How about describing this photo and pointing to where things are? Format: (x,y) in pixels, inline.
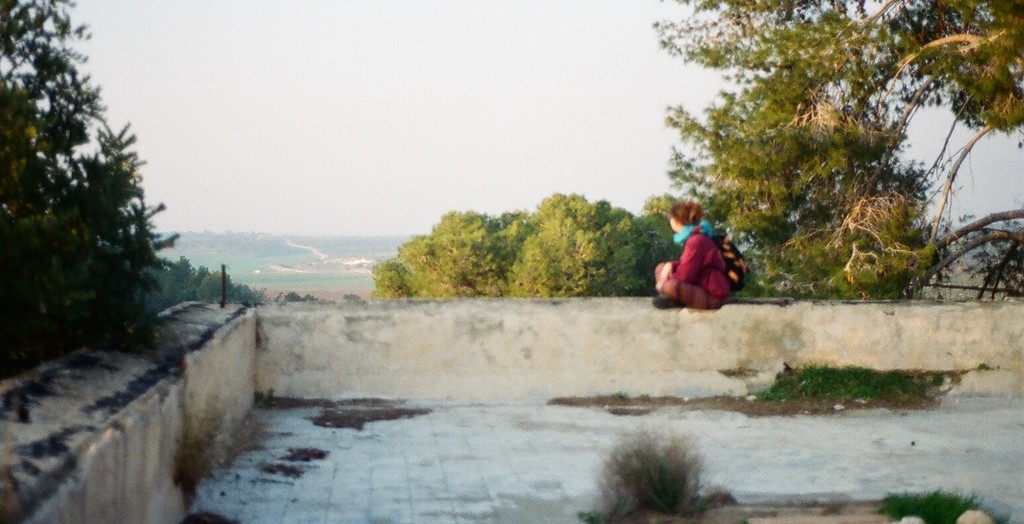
In this image there is a girl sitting on the wall (702,337), behind her there are trees (603,249) and also grass (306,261) on the ground (655,430).
